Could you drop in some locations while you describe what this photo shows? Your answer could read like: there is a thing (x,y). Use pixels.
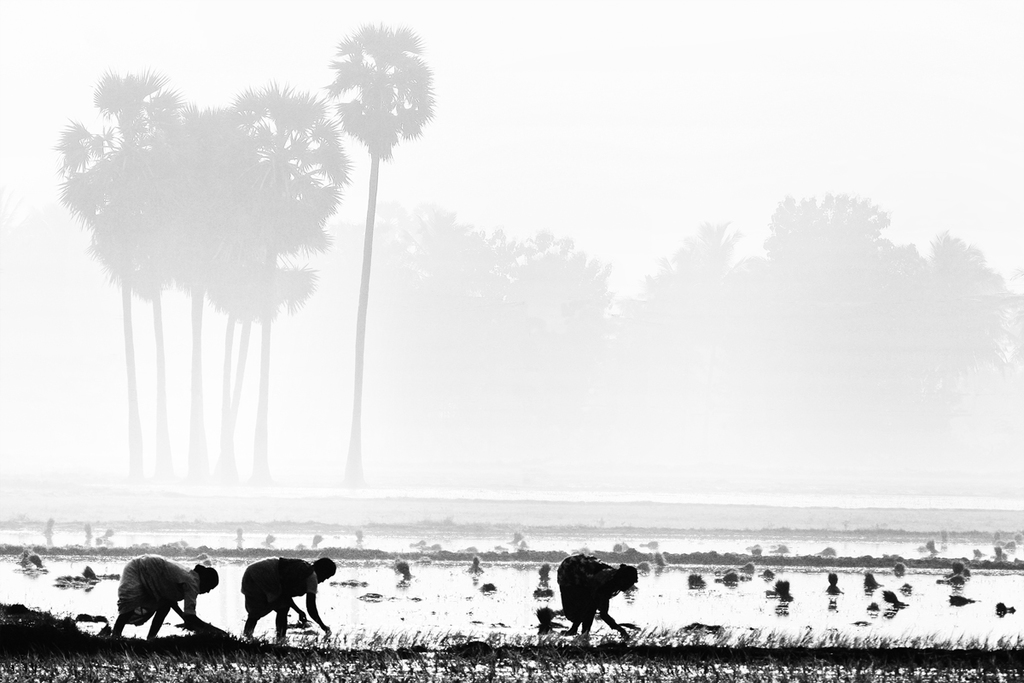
In this image I can see few people (592,589) in the field (455,607). In the background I can see the fog (293,367), many trees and the sky (811,88).
